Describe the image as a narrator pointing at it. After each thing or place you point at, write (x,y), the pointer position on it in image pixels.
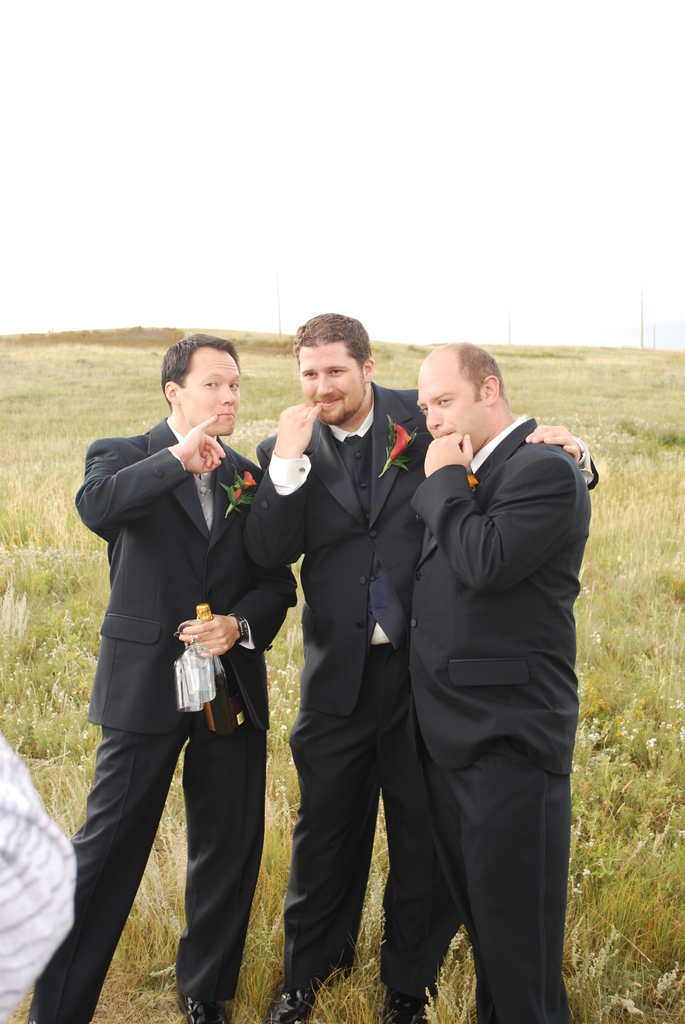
In the image there are three men (444,523) with black jacket (541,595) is standing on the ground (572,398). On their jackets (375,514) there are flowers (244,497). On the left side of the image (212,500) there is a man (194,510) holding a bottle (235,692) and few glasses (199,661) in his hands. On the ground (651,564) there is grass (605,360). At the top of the image (354,121) there is a sky (388,109).
